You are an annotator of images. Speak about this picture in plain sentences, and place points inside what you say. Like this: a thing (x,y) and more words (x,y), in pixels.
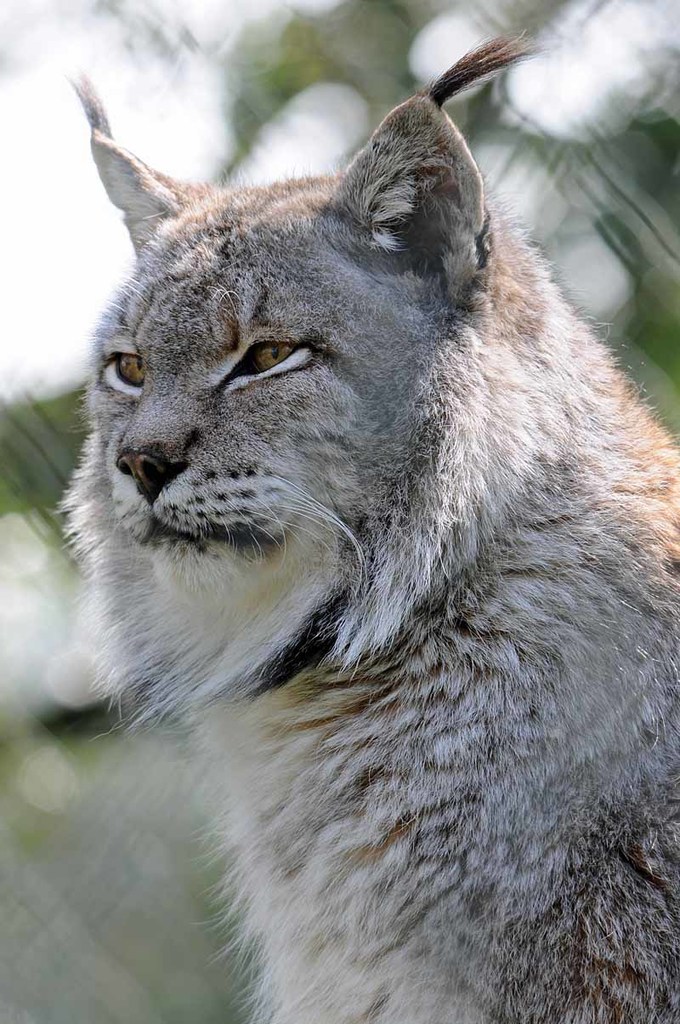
In this image there is a cat (452,708) and in the background (588,0) it is blurred.
